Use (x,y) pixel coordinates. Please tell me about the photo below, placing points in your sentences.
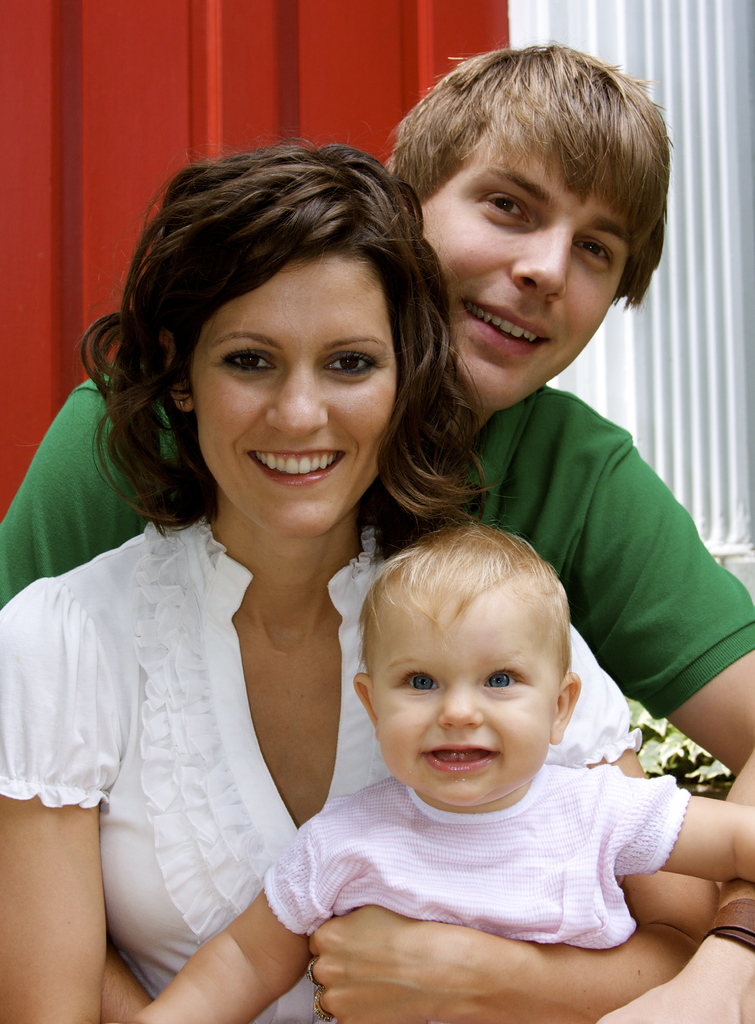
Here we can see a woman (435,313) and a man (477,281) are holding a kid (480,884) in their hands (372,1017) and in the background (359,83) there is a metal sheet (684,56) and a plant (656,740).
